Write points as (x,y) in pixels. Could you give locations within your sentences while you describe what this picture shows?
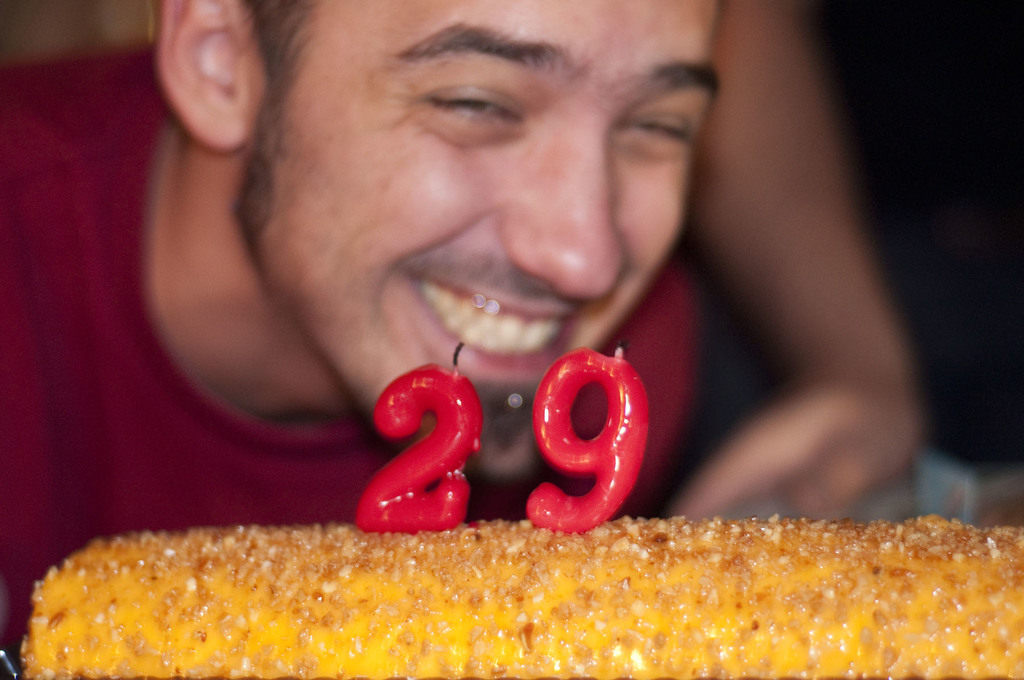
In the image there is a man (341,206) standing in the back (81,400) in maroon t-shirt (132,375) with a cake (545,554) in front of him with candles (561,462) on it.
